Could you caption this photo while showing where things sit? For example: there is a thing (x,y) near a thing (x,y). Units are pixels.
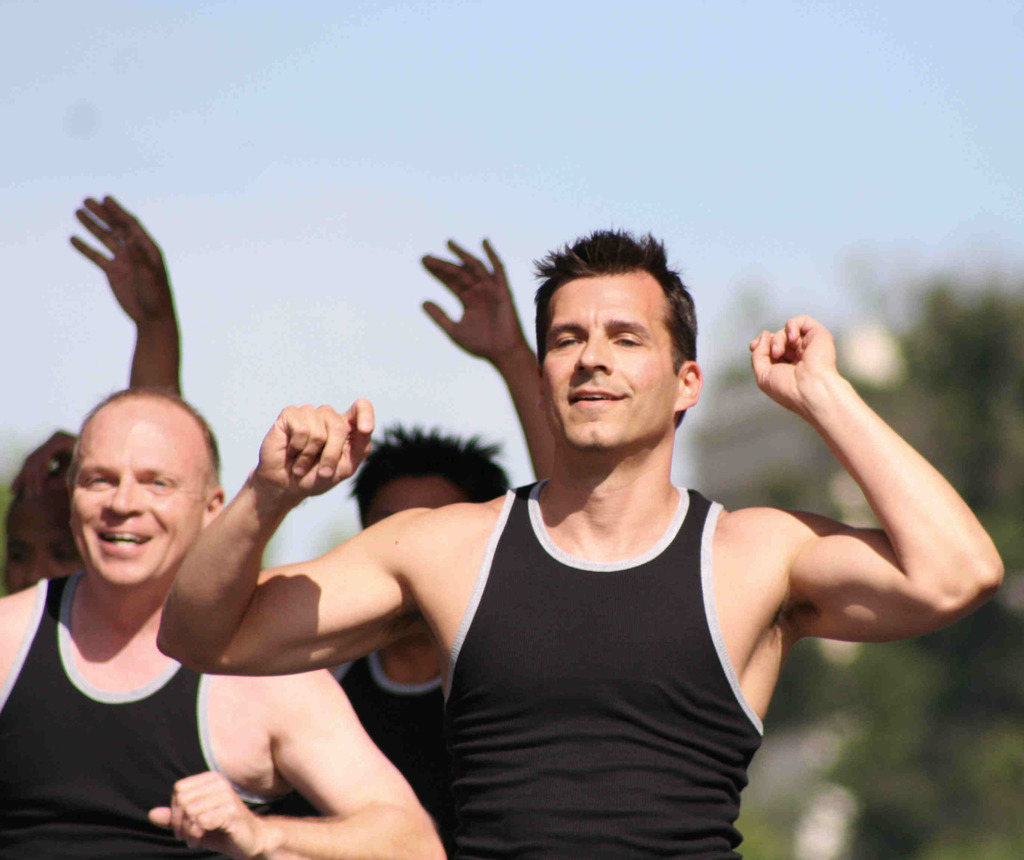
In this image I can see two persons (649,648) wearing black colored dresses (646,702) are standing. In the background (401,664) I can see few other persons (362,500), few trees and the sky (545,194).
